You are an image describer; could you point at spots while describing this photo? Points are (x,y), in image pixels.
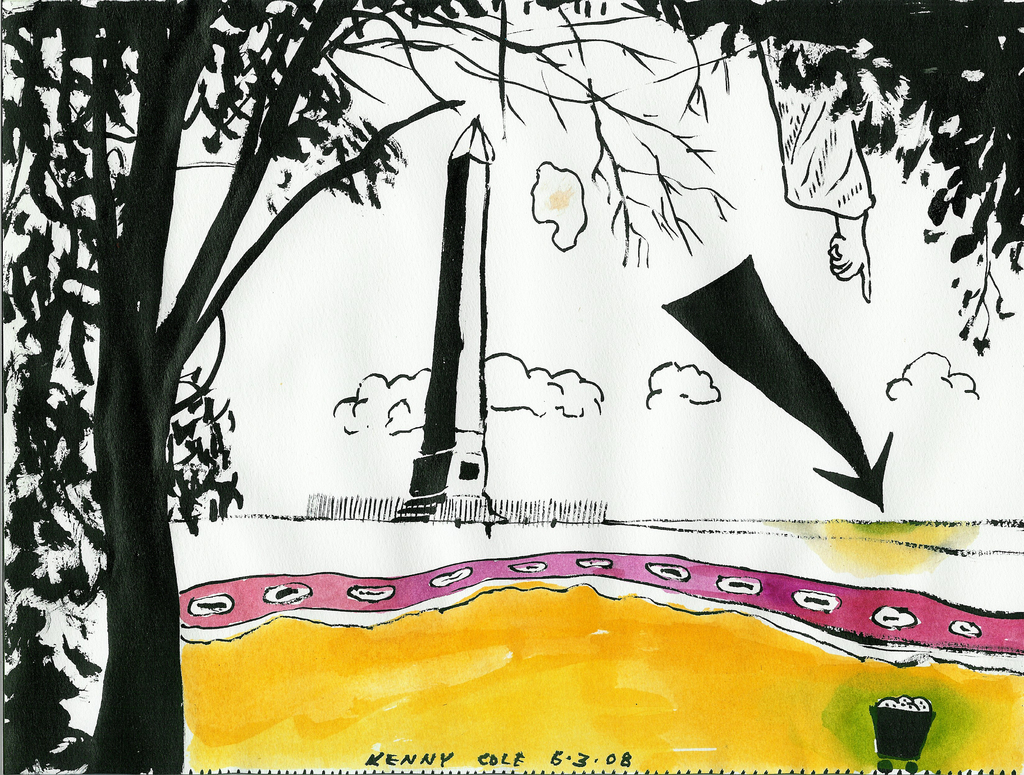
In this image we can see a painting (525,327). In the painting (493,345) there are clouds (375,391), human hand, trees (144,271), tower (464,236) and a trash trolley (918,755).
